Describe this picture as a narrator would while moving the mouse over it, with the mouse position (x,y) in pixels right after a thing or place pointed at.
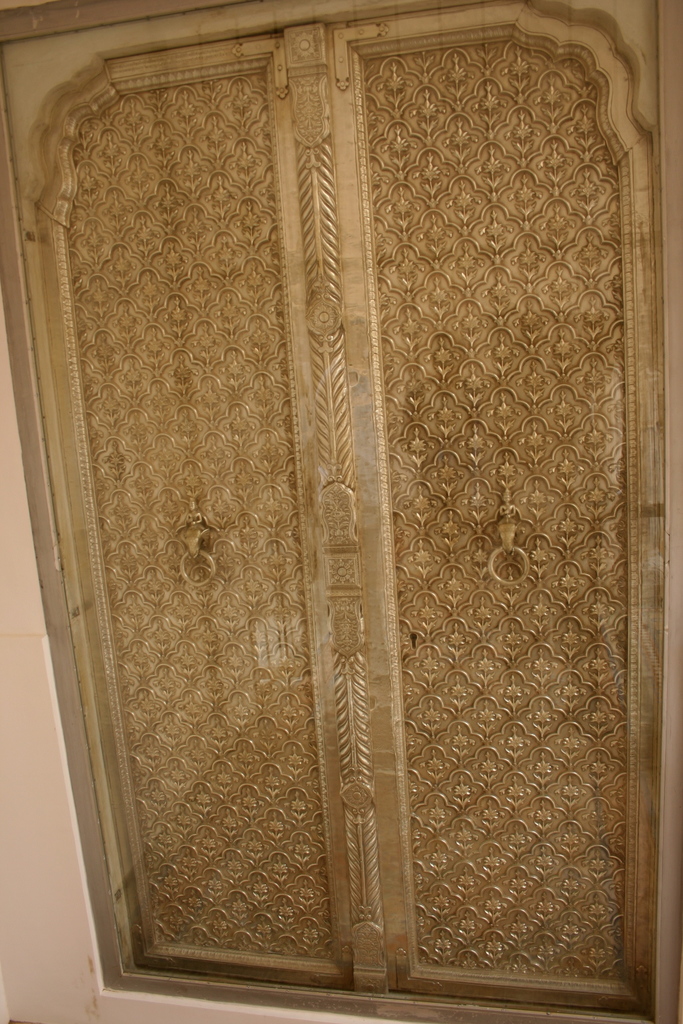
In this picture we can see a door (443,641).
